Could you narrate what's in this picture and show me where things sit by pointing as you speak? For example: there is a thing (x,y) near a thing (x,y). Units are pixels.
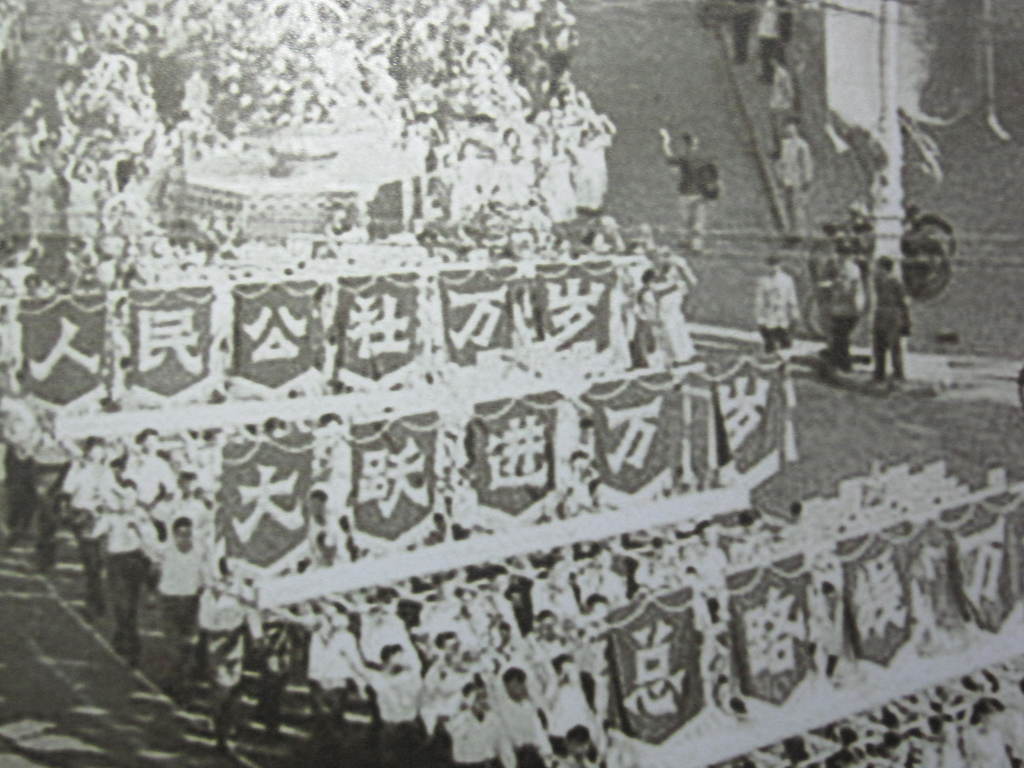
This is black and white image where we can see people (556,703) are march past by holding flags (406,442) in their hand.
